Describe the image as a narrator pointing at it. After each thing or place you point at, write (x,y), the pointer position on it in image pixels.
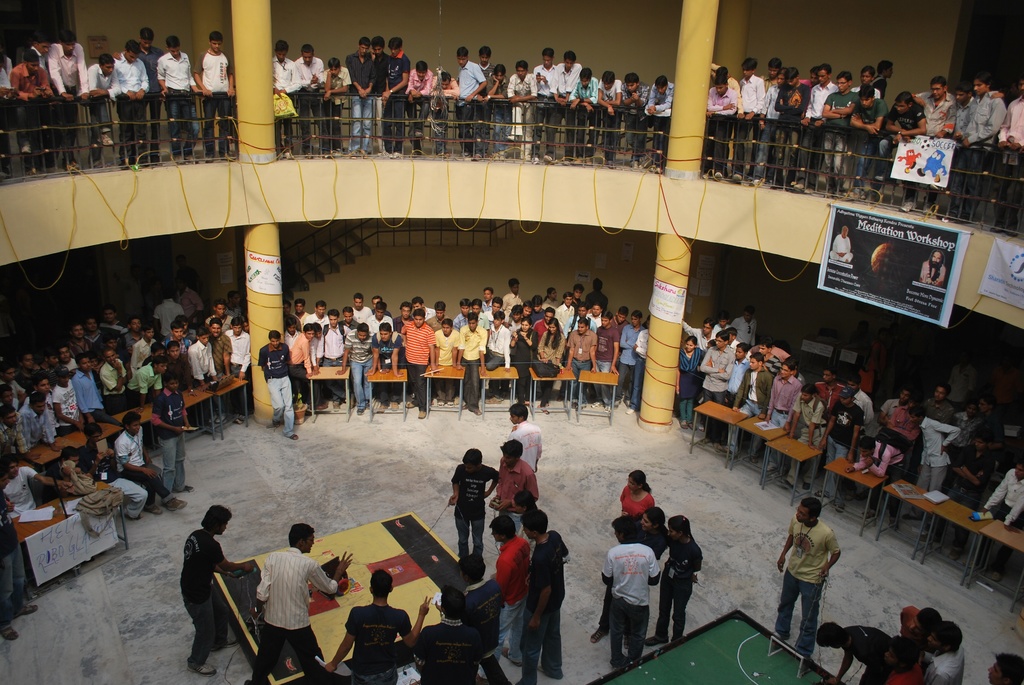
In this image there are people (784,373) standing and there are tables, at the top (258,178) there is a balcony (238,182), on that people (151,132) are standing near a railing (970,199) and there are banners (911,256) on that banners (909,260) there is some text (912,241) and pictures (891,264).
